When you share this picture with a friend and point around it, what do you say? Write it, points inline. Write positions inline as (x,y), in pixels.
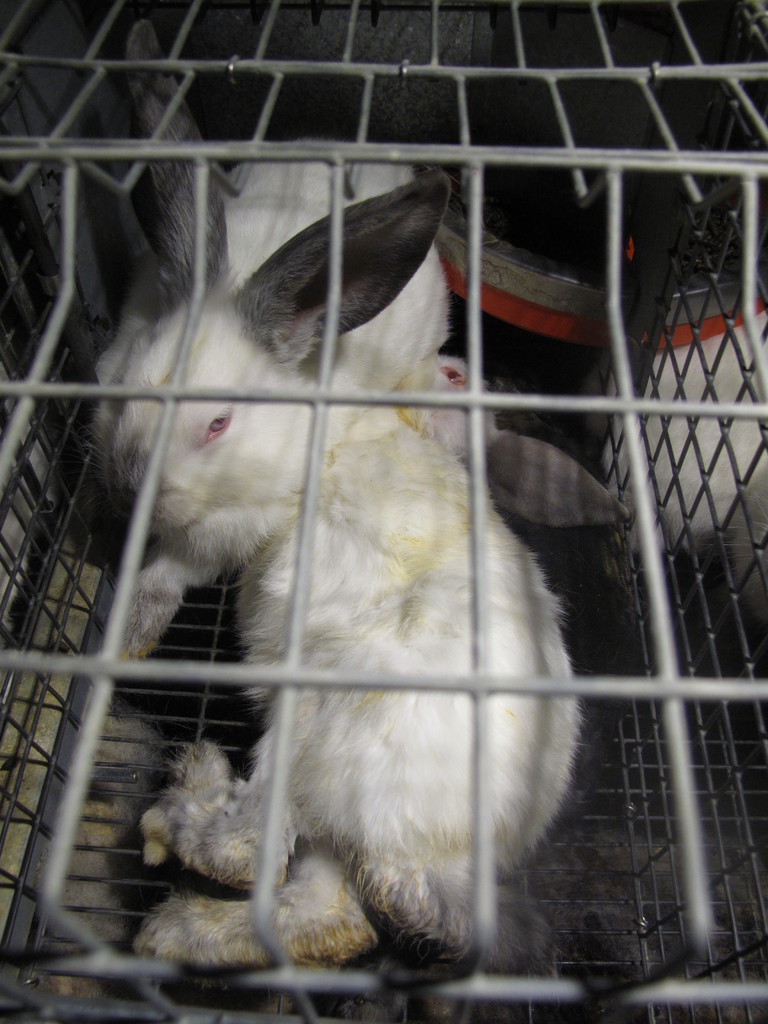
In this image we can see rabbits (440,335) in a welded mesh wire box (710,69) and we can see an object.
